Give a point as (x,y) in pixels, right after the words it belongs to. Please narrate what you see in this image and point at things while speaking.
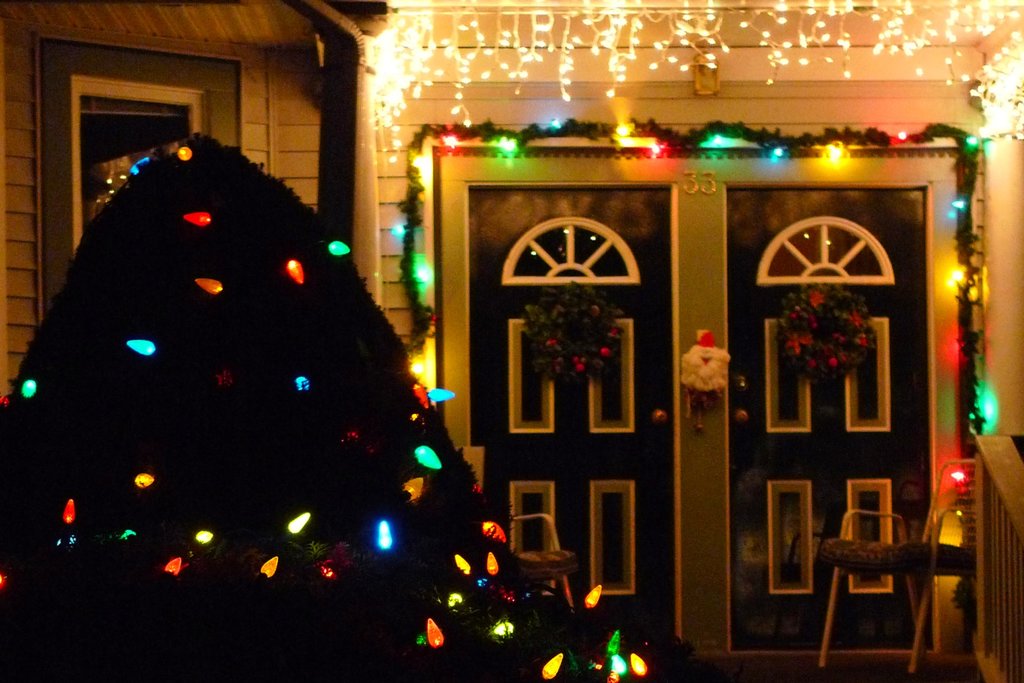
In this image we can see wreaths (605,321) to the doors (860,408) and decor lights (782,143) to the walls (816,109).
